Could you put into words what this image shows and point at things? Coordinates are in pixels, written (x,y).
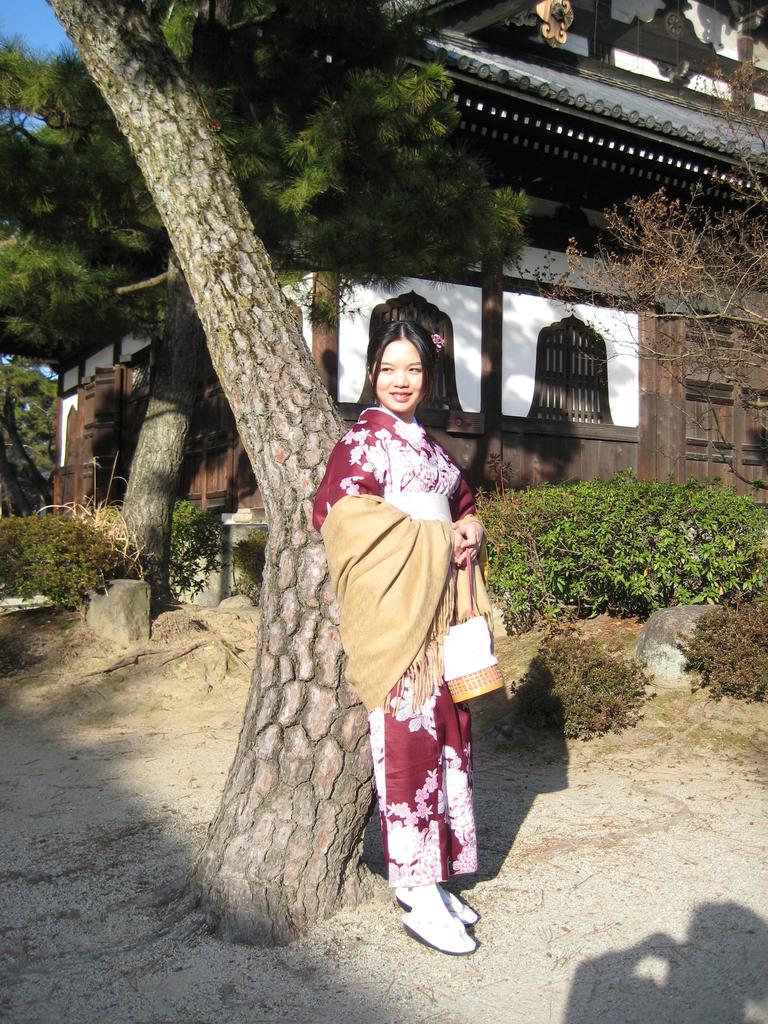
In this image, we can see a woman (344,631) standing at the tree trunk (354,689), there are some trees (167,164), we can see a house (534,135).
